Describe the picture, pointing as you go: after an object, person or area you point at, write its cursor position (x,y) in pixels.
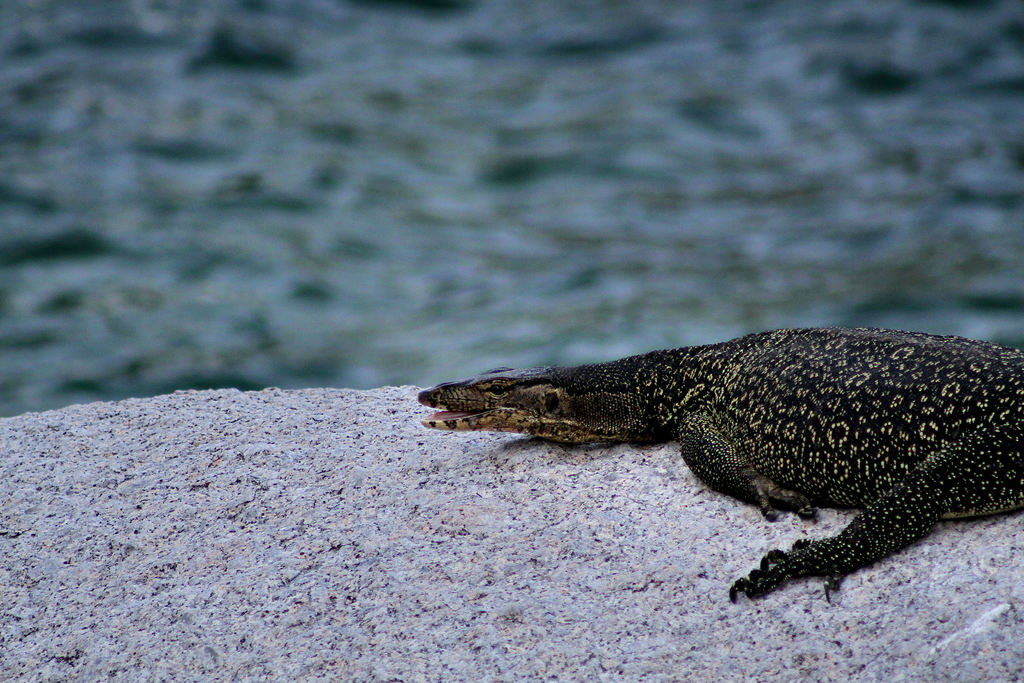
In this image, we can see a lizard (714,476) on the rock (425,545). In the background (290,83), image is blurred.
